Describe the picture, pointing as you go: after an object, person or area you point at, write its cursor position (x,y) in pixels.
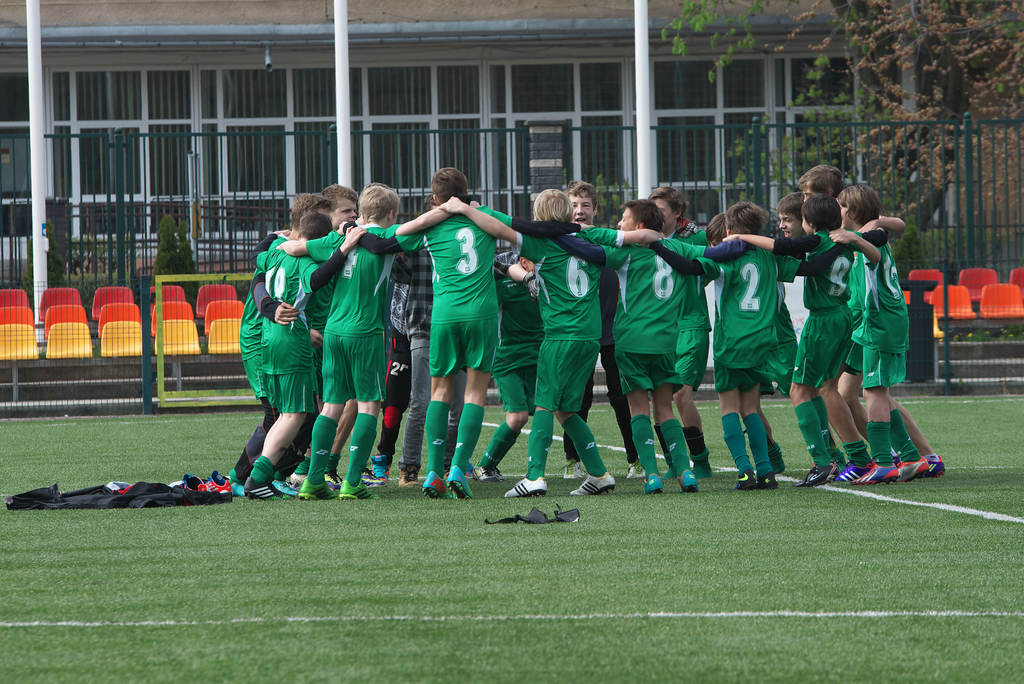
In this picture there are few persons (636,292) holding each other and standing in the form of a circle on a greenery ground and there are few chairs (120,308), trees (917,232), fence (149,294) and a building (480,172) in the background (788,106).
